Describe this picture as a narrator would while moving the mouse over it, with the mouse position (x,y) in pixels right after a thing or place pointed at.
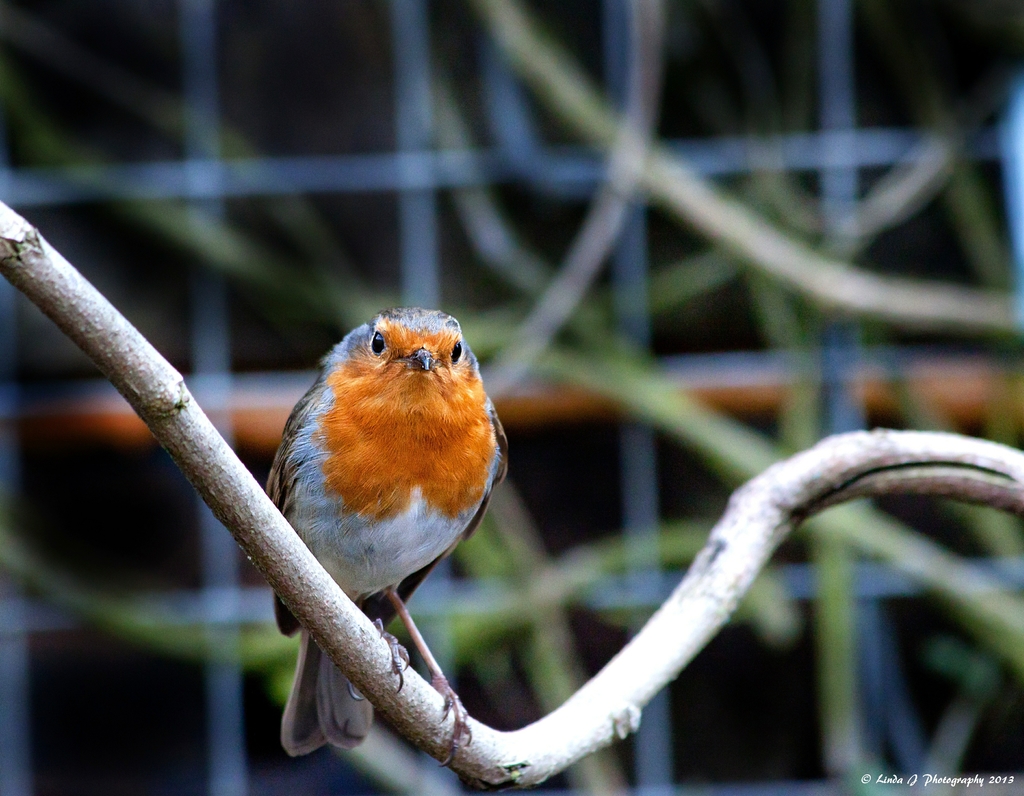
In this image there is a bird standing on the branch (236,541), and there is blur background (728,783) and a watermark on the image.
